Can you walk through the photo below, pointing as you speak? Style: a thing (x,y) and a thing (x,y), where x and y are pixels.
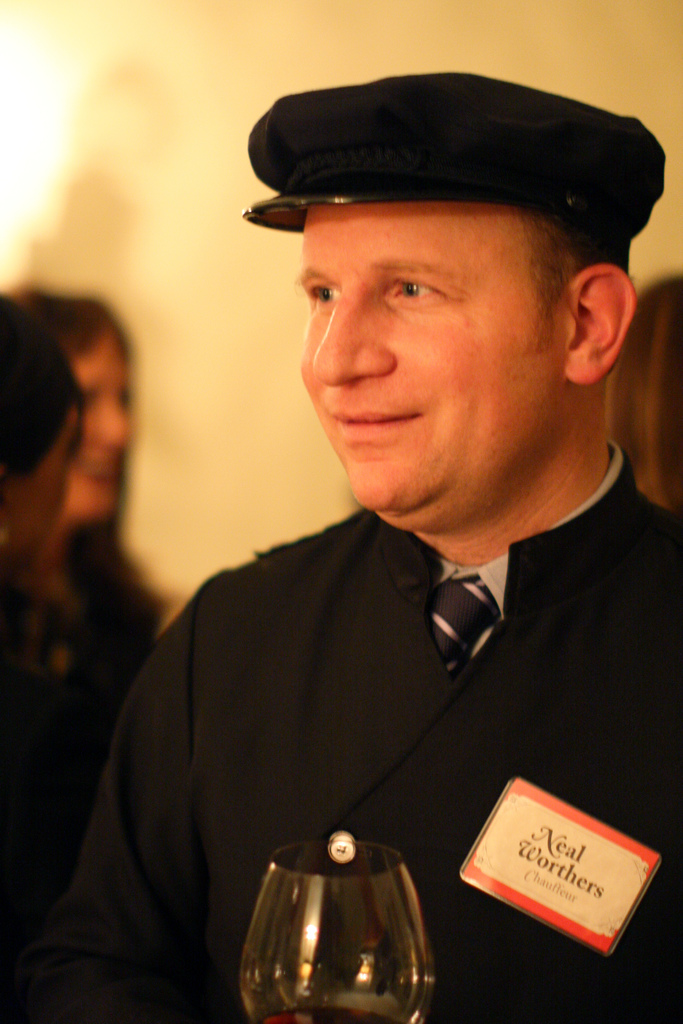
In the center of the image (298,597) we can see one man (405,633) standing and he is smiling, which we can see on his face (401,441). And we can see he is wearing a cap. In front of him, we can see one glass (279,874) and one name tag (609,889) on his jacket (622,675). In the background (23,383) there is a wall (291,271), light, few people (658,386) are standing and a few other objects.
